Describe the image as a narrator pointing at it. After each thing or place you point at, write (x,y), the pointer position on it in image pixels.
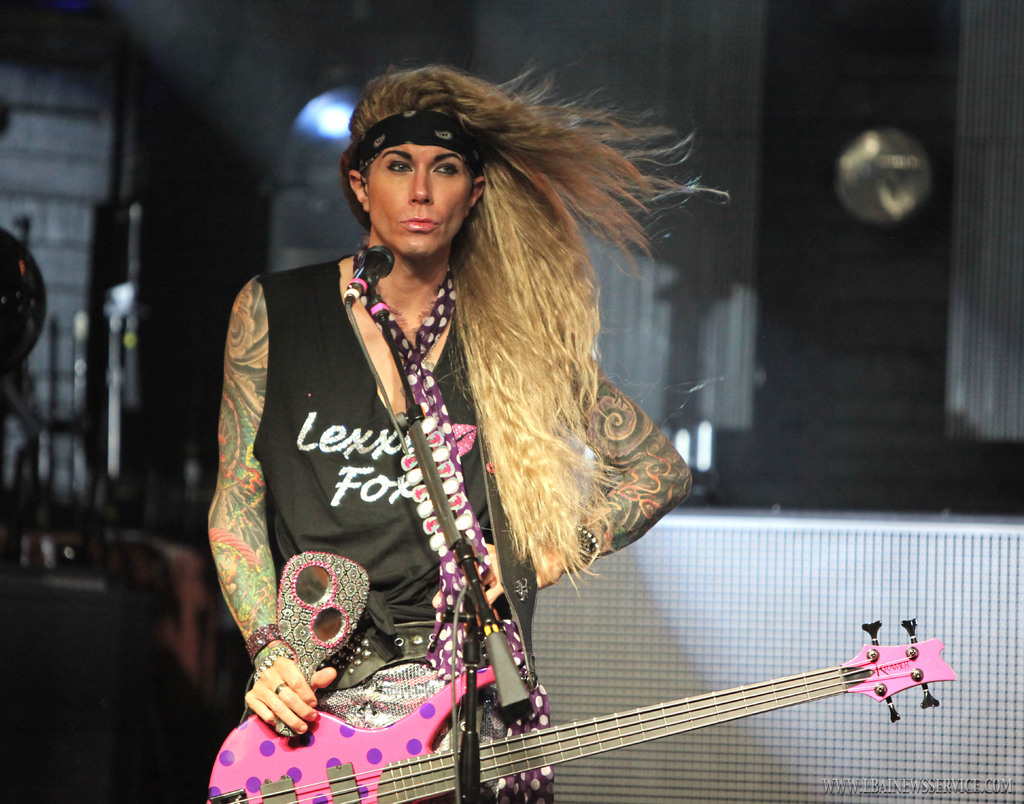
In this image we can see a woman (268,620) standing wearing a guitar (298,735). We can also see a mic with a stand (477,644) in front of her. On the backside (957,405) we can see a light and a wall (284,260).
